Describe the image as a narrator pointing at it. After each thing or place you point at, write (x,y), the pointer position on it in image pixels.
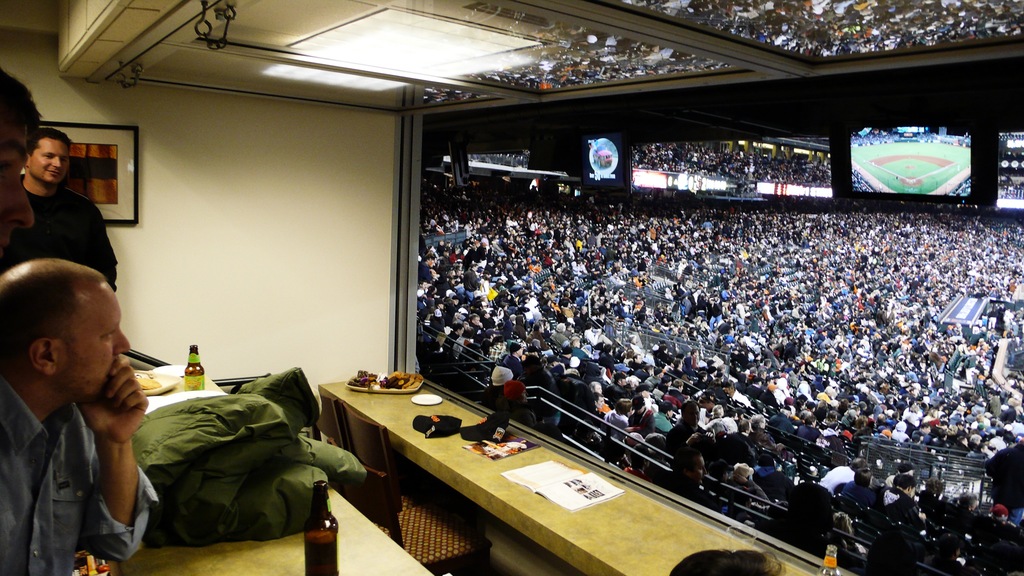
On the left side of the image (97,259) there are people (100,265). In front of them there are tables (478,491). On top of the tables (486,481) there are beer bottles (317,516), books (536,475) and there are a few objects (489,447). There are chairs (470,539). On top of the image (420,20) there are lights (390,49). There is a wall (240,207) with the photo frame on it. There is a glass window (650,286) through which we can see people (779,319) sitting in the stadium (774,346). In the background of the image (961,151) there are screens (918,171).
